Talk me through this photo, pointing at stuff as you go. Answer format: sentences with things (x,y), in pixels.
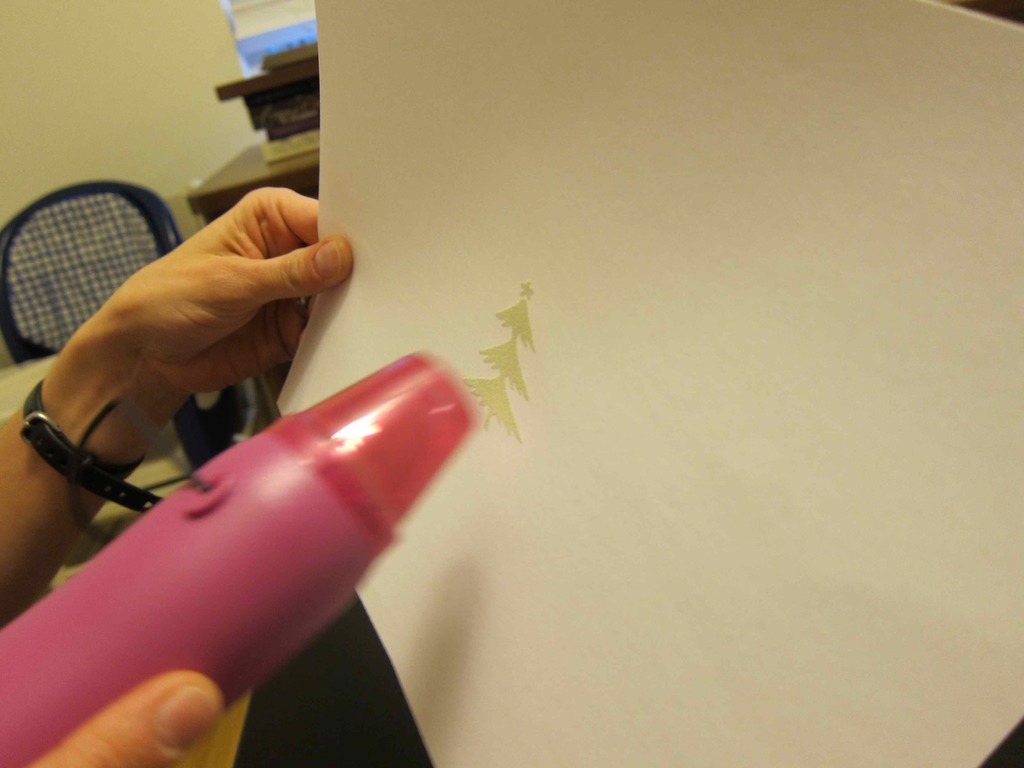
In this picture we can see a person's hands (72,407), this person (86,408) is holding a paper (813,395) and a heat gun (350,485), in the background (157,225) we can see a table (211,184), a chair (127,199) and a wall (114,61).
